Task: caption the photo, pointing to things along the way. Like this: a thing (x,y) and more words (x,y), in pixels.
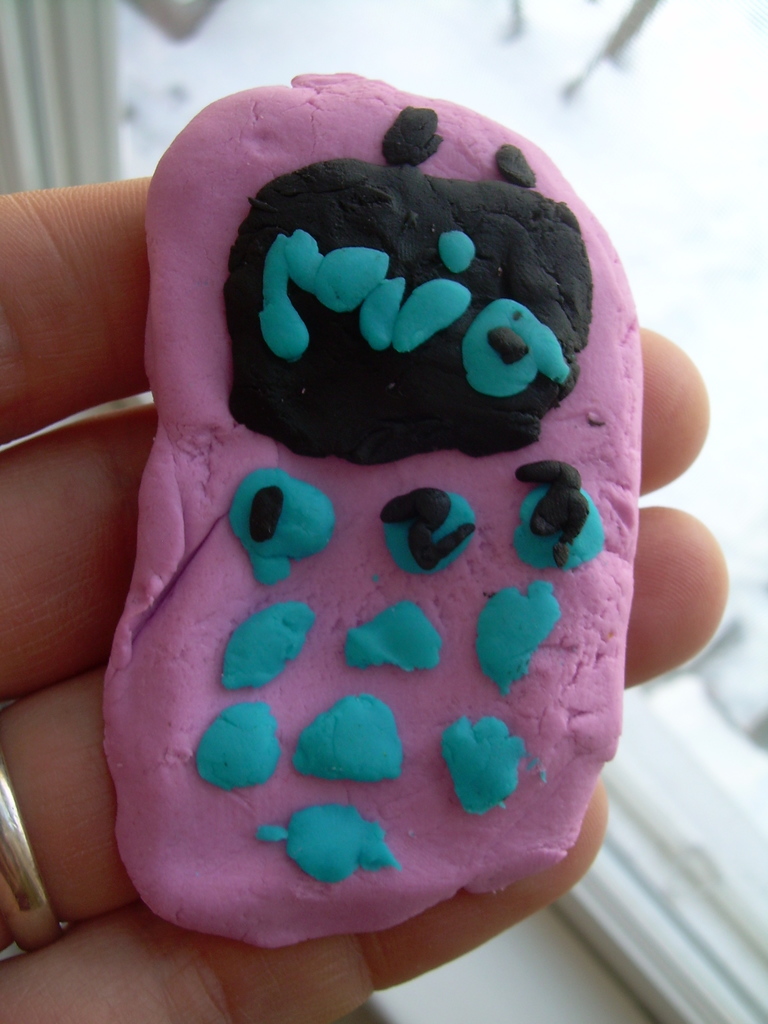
In this picture we can see person's fingers (88,639). A ring (38,905) to a finger (37,822). This is a clay (413,456). In the background (557,149) we can see glass (522,38).
